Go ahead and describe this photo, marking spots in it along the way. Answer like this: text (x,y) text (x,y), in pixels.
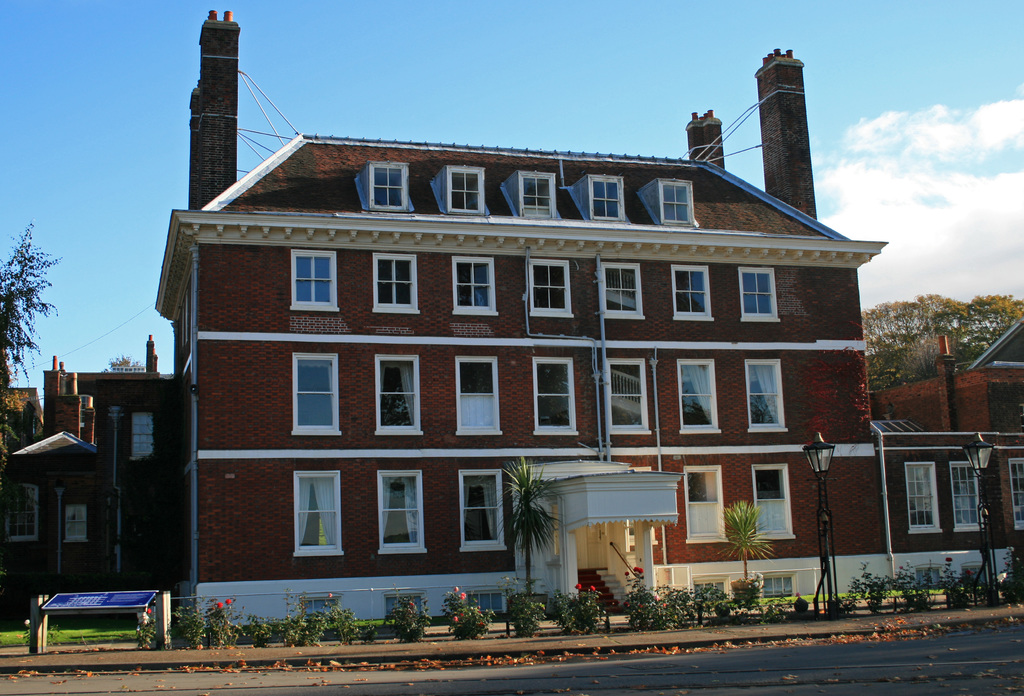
There are plants (688,621), trees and poles (817,596) present at the bottom of this image (605,624). We can see trees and a building (261,418) in the background (256,443). The cloudy sky (817,87) is at the top of this image (814,80).
